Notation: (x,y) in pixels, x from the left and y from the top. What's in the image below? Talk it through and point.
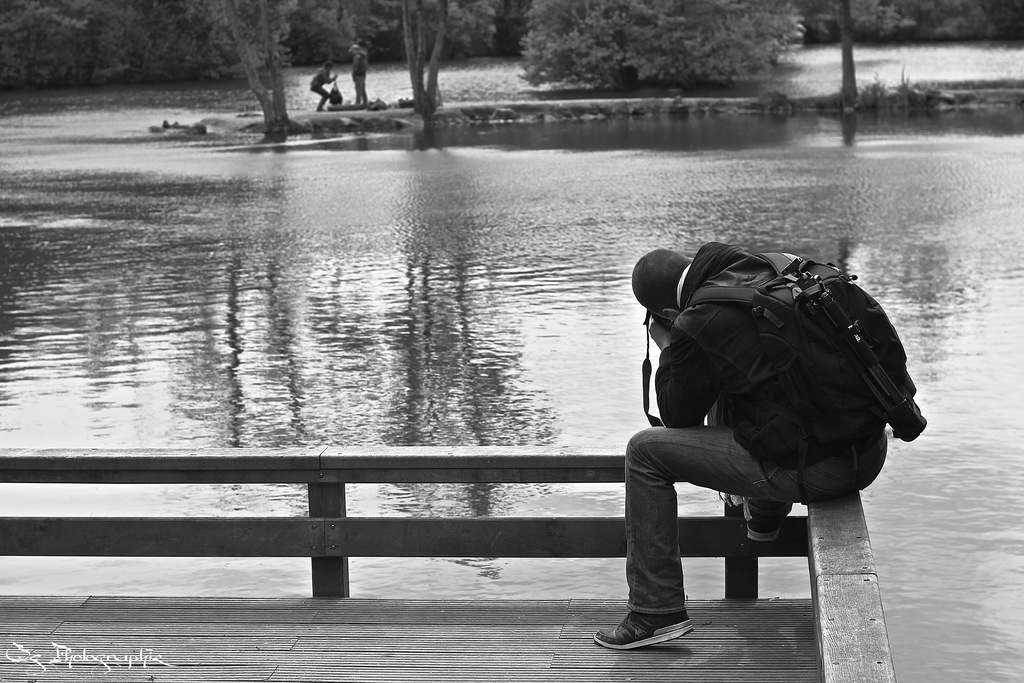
In this picture we can see some text (115,658) in the bottom left (117,661). We can see a person (659,509) wearing a bag (811,345) and sitting on an object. There is the water (343,195). We can see two people (361,70) and trees (420,46) in the background (119,82).
